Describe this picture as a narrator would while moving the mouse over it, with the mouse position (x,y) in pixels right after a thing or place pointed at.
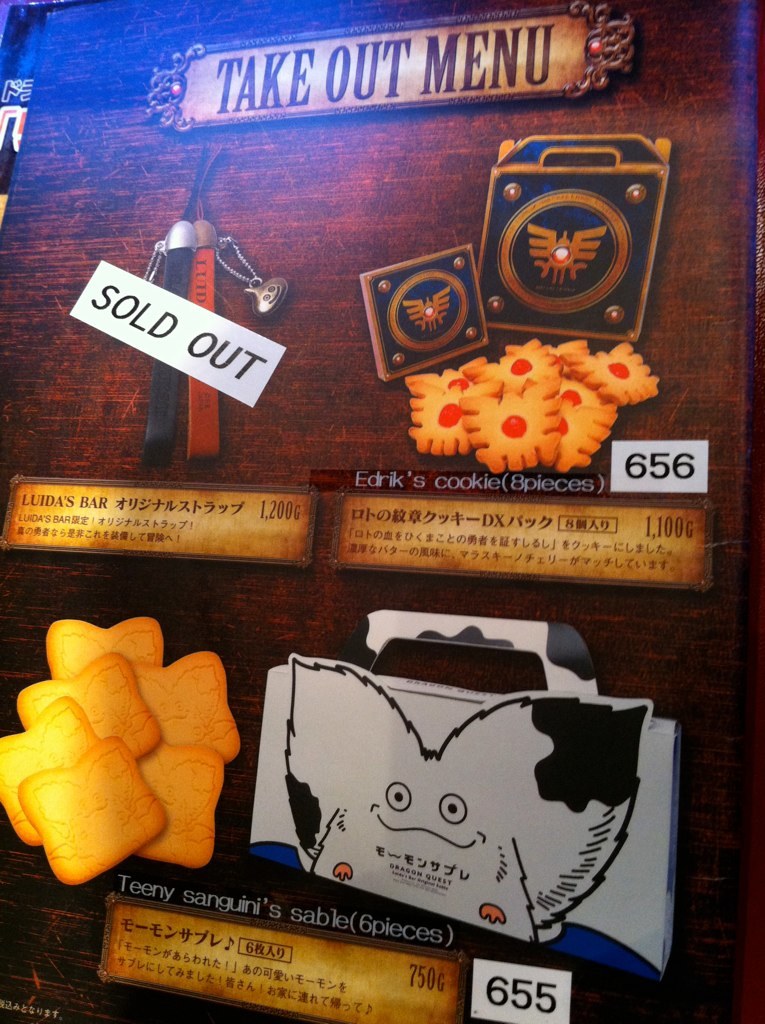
In the picture I can see some text board (280,259) and other objects (168,267).
